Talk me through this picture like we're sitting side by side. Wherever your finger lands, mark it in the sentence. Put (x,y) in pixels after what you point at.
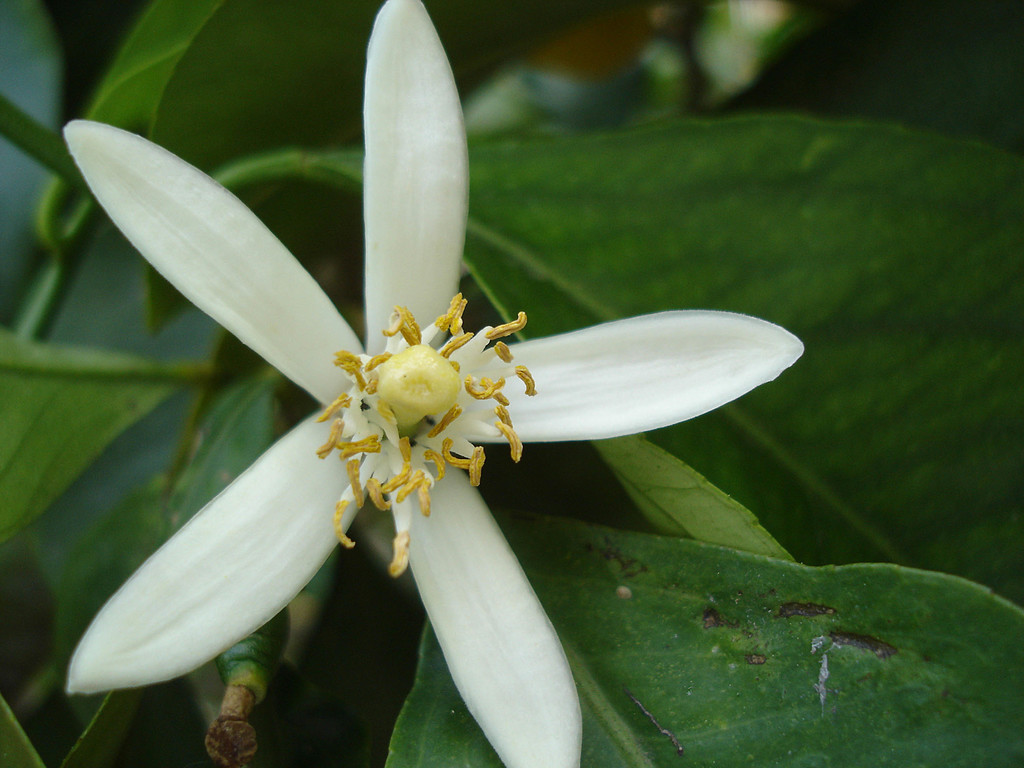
In this picture I can see a white color flower (570,695) and I can see leaves (557,275).
